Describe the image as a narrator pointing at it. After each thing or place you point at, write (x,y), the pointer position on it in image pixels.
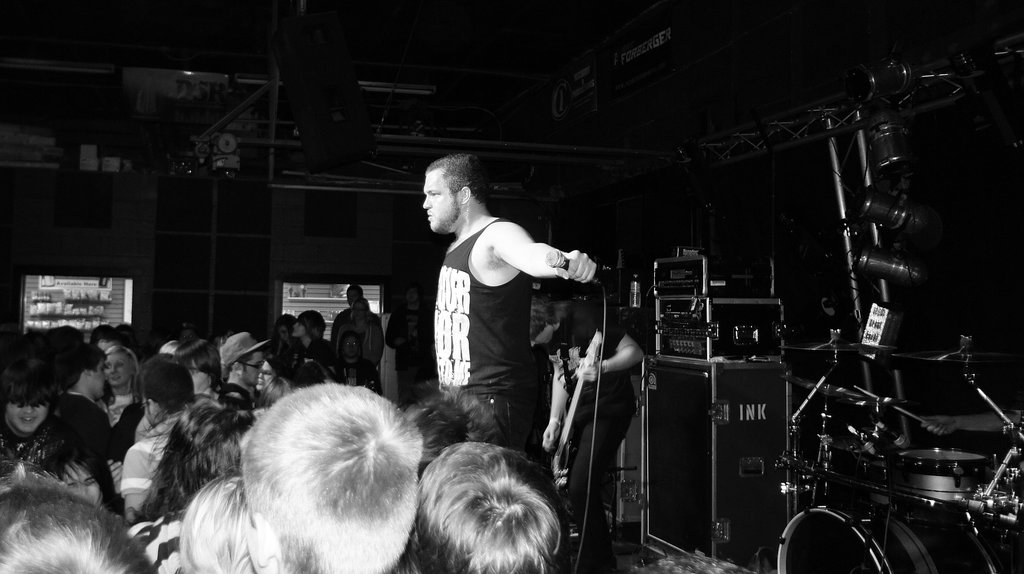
In this picture I can see a man (472,293) in the middle (526,266), he is holding the microphone (564,266), on the right side (737,375) there are amplifiers (723,350), drums (878,408) and a speaker (731,450). On the left side (226,363) there are people (339,463).
